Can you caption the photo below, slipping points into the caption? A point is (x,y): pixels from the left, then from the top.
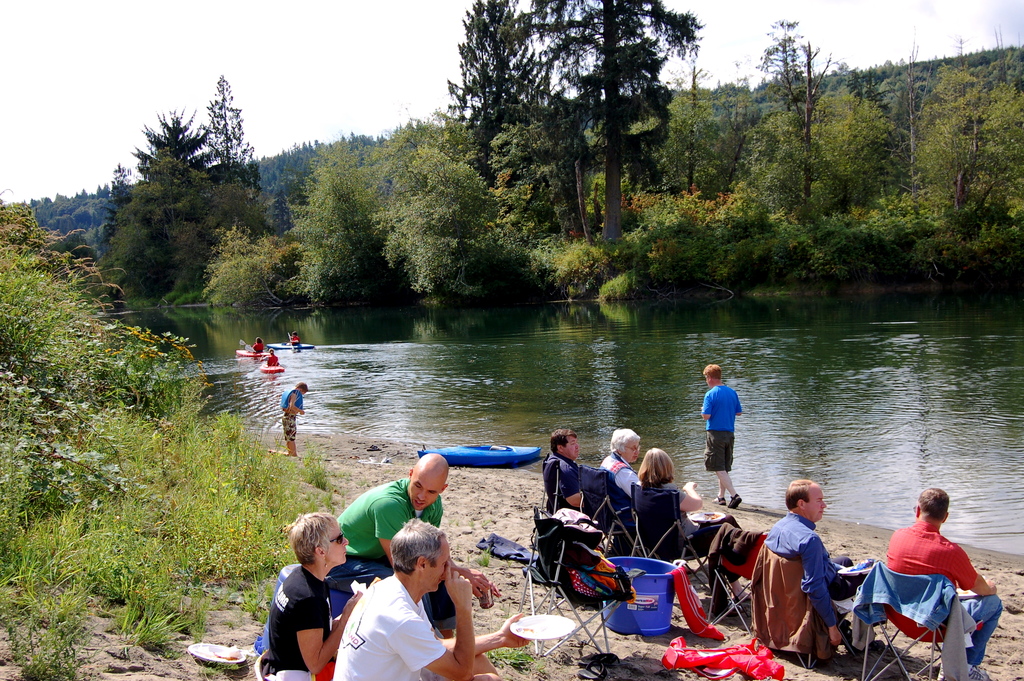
There are few persons (405,630) sitting on the chairs (642,527). Here we can see clothes (669,661), plates (539,639), and a tub (639,599). This is water (801,370) and there is a boat (497,453). Here we can see two persons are standing and there are three persons (273,363) on the boats (262,371). This is grass (214,566) and there are plants (110,333). In the background (208,254) we can see trees (720,164), and sky (378,58).
